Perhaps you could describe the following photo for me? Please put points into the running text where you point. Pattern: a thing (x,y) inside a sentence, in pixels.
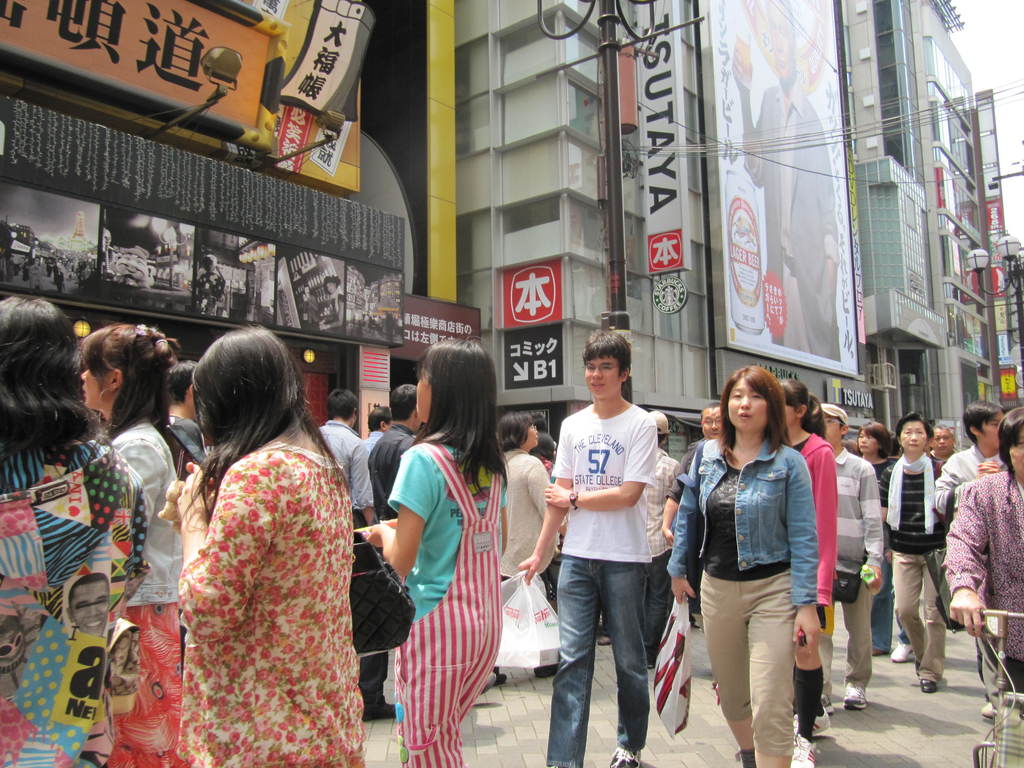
This is an outside view. At the bottom of the image (780,525) I can see many people (372,535) are walking on the ground (517,742). In the background (479,92) there are buildings (954,166) and some posters (800,113) are attached to the walls (570,74). On the right top of the image (992,28) I can see the sky (983,32).
